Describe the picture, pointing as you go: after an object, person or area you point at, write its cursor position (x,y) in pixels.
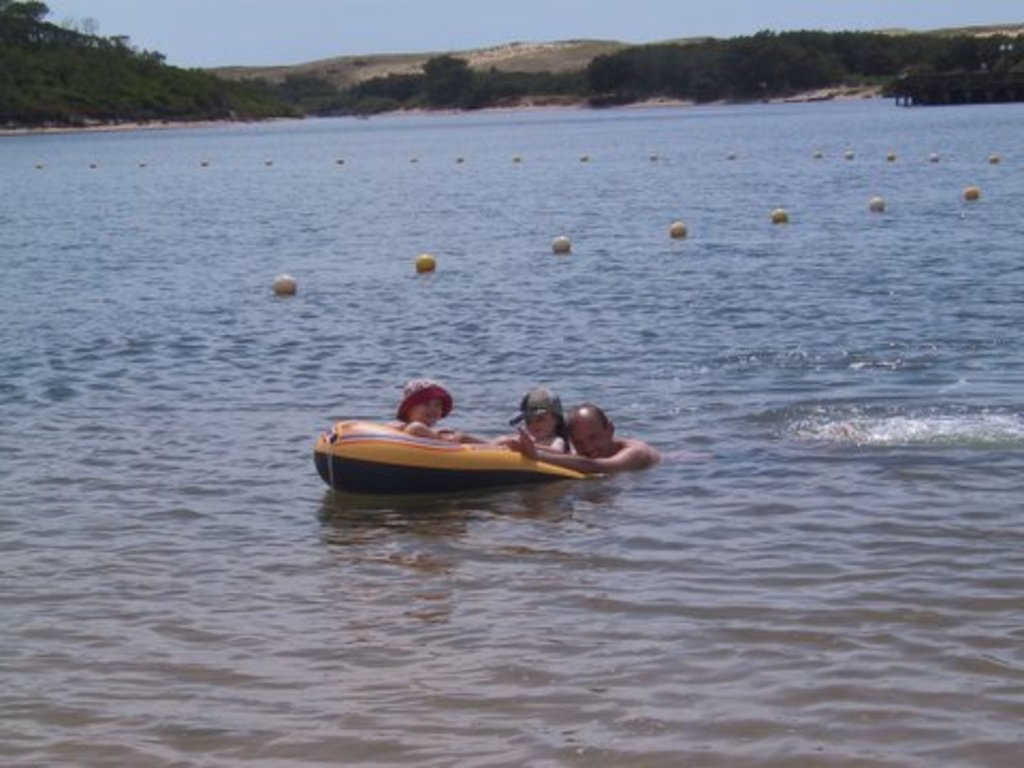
In this picture there is a water body (584,282). In the middle of the picture (623,457) we can see three persons (571,443). In the background of the picture (197,96) there are trees (310,98), shrubs (423,79) on the hills (331,66). At the top (471,21) there is sky (458,23).
